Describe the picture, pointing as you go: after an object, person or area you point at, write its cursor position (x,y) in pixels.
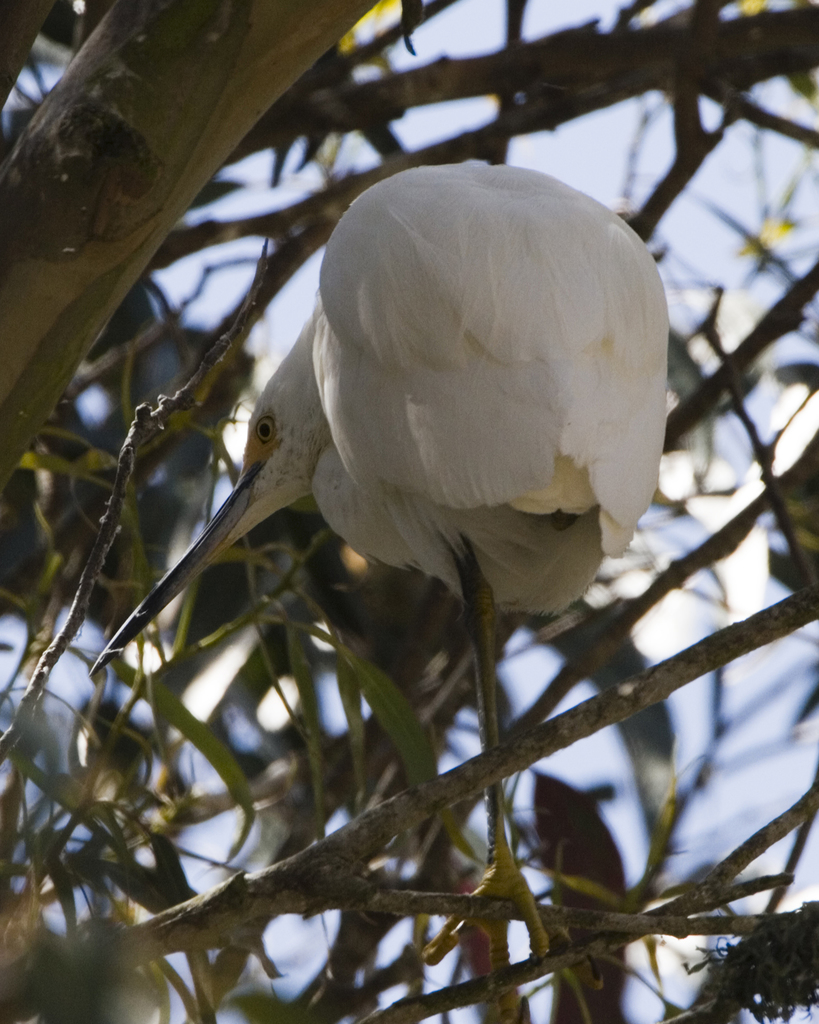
In the front of the image (511,752) there is a bird (447,308), branches (58,127) and leaves (401,741). Through the branches (658,193) sky (622,140) is visible.
